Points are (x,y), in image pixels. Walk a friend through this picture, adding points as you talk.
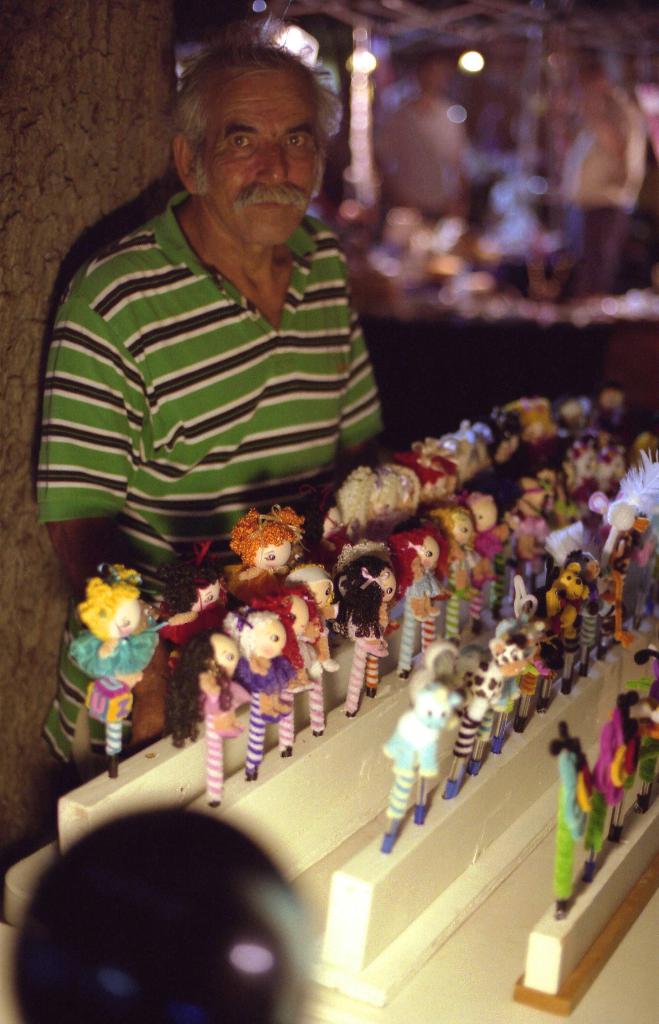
In the image we can see the man (308,195) on the left side of the image (151,237), the man (279,244) is standing and wearing clothes (137,382). Here we can see many toys (400,612) of different colors and the background (500,294) is blurred.
